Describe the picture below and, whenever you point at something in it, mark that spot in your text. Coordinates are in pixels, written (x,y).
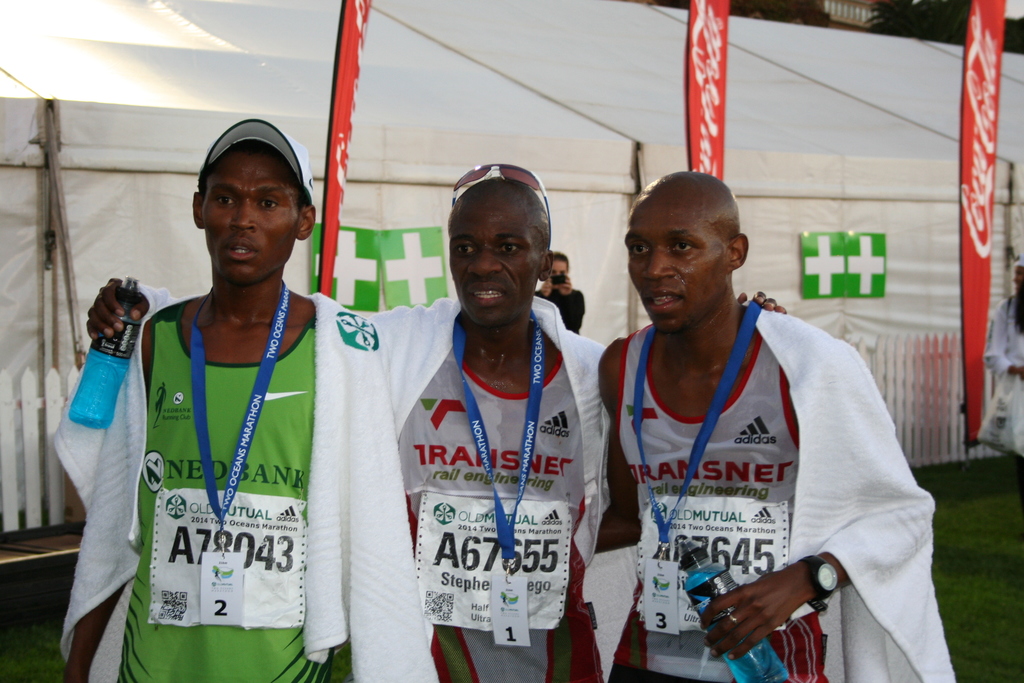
This picture describes about group of people (475,491), few people (220,363) holding bottles (693,551) and few people (541,585) wore tags (651,584), in the background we can see a person (560,291) is holding a camera (563,279), and also we can find tents (560,161), hoardings (351,84), wooden fence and trees (936,19).
